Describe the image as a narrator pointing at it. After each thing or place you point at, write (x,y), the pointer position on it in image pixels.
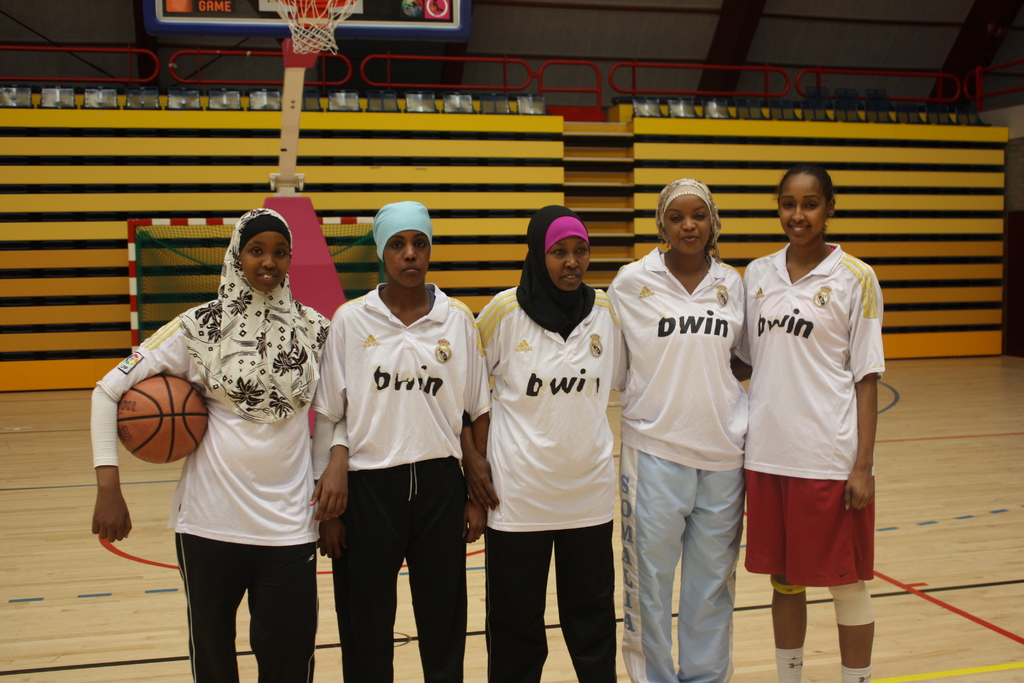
In this image women (465,423) are standing on the playground (993,562) having a net (368,227). Left side (217,508) there is a woman (246,403) having a ball (186,433). Background (979,178) there is a wall (113,287). There is a basket (295,29) attached to the board (281,20) which is attached to a pole (283,150).
